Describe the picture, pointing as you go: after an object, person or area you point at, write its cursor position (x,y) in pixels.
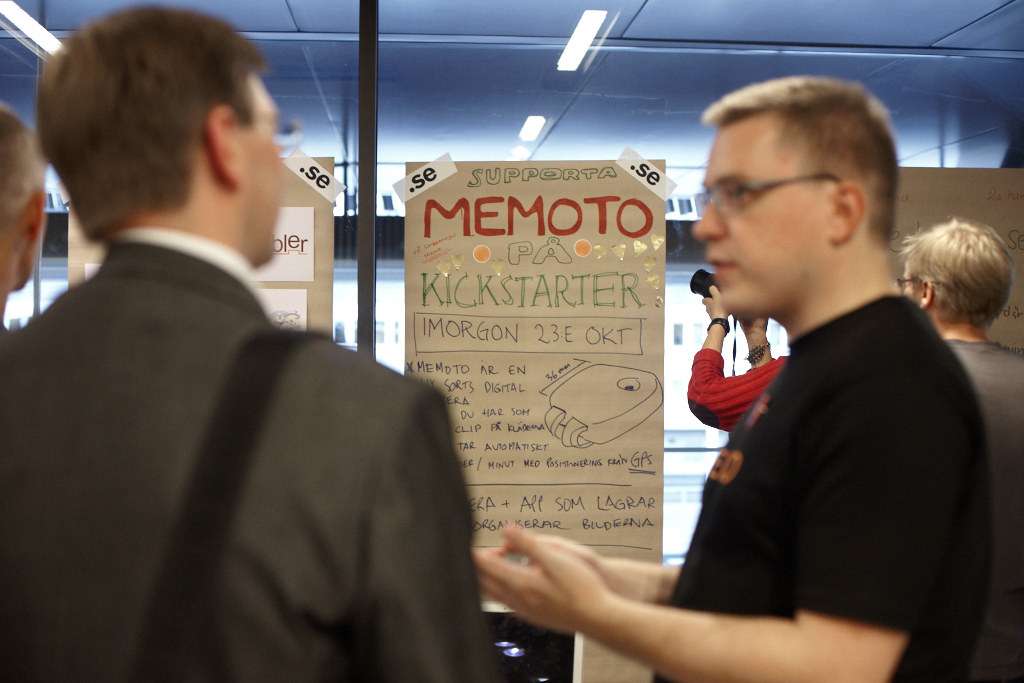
In this picture I can see the charts (576,291) on the glass wall (676,447). I can see a person (707,380) holding the camera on the right side (707,383). I can see the people (372,373).
